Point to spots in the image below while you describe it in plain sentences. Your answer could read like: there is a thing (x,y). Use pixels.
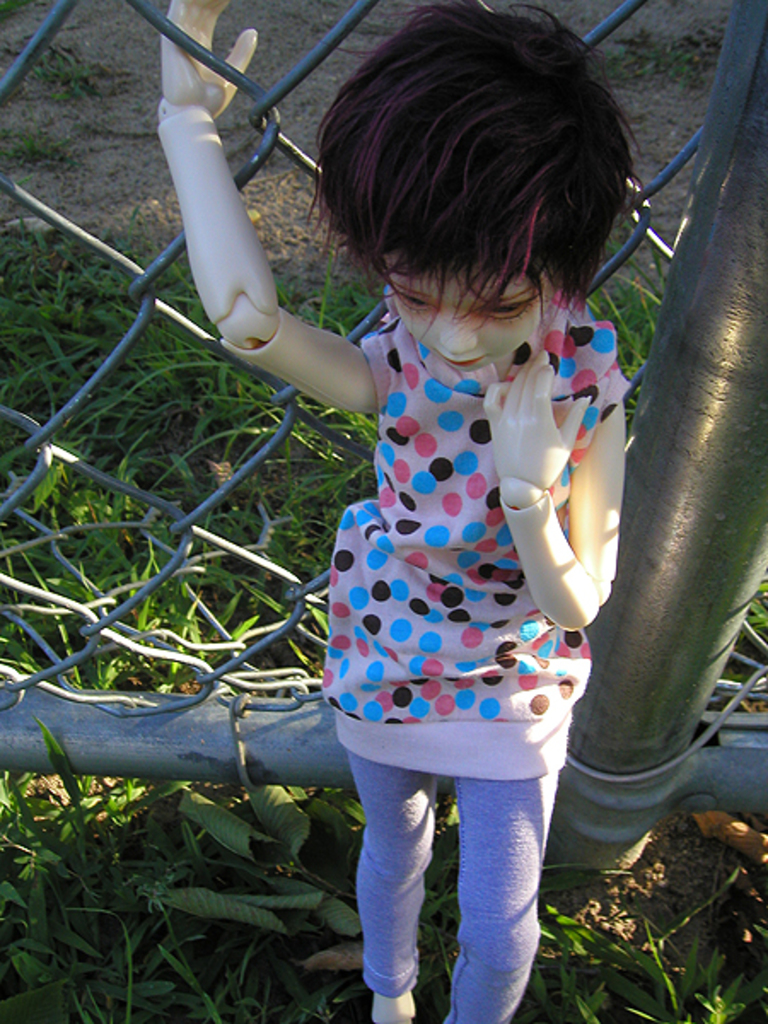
In this image I can see the toy person (353,763) standing and the person (449,624) is wearing multi color dress (470,699). In the background (251,579) I can see the railing (109,486) and the grass (199,454) is in green color.
